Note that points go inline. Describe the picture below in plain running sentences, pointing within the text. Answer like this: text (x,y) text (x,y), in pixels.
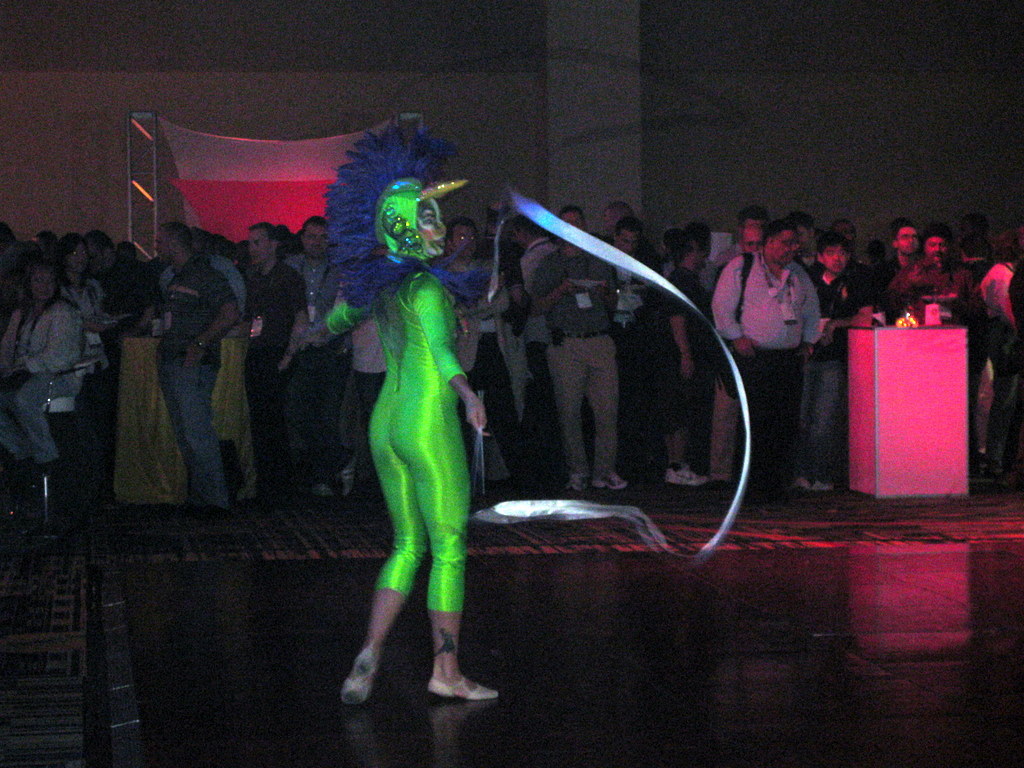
In this image we can see a woman (459,683) wearing a costume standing on the floor (417,657) holding a ribbon stick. On the backside (625,344) we can see a group of people (600,447) standing. We can also see a stand (850,431), the flag (237,232) attached to a pole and a wall (693,162).
